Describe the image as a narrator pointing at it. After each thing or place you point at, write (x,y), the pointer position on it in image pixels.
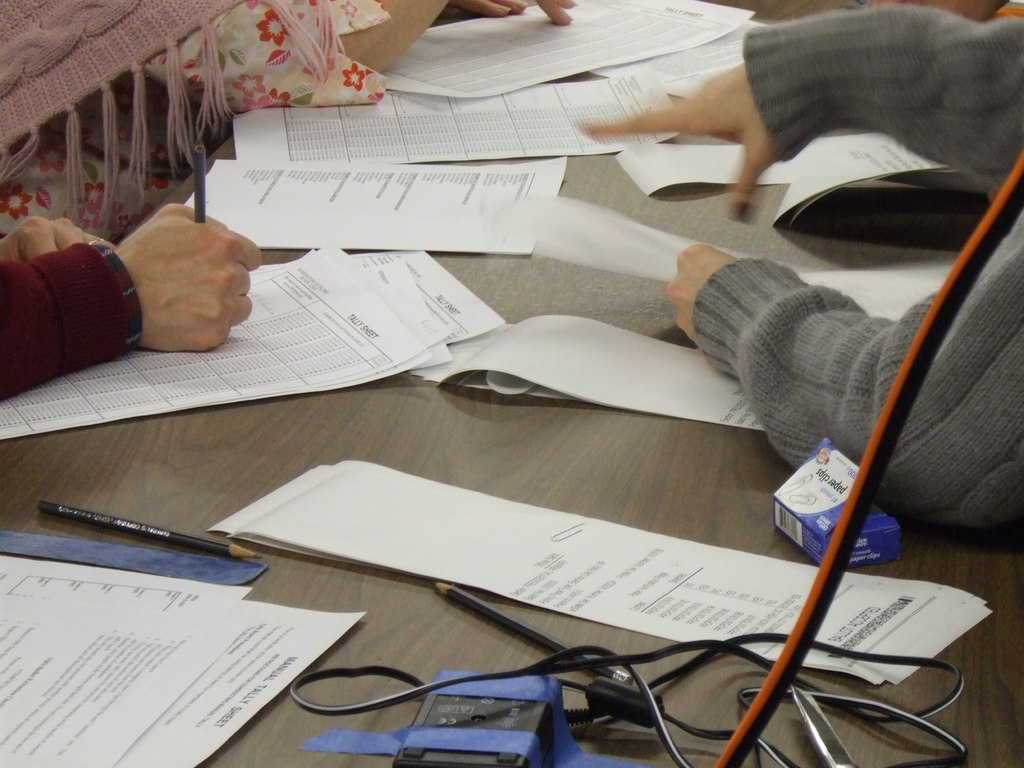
In this image I can see a table (581,467) which is black and brown in color and on it I can see few wires (630,666), few papers (463,353), few pencils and I can see hands (756,119) of few persons (770,108) who are holding papers (652,193) and pens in their hands (237,281).
